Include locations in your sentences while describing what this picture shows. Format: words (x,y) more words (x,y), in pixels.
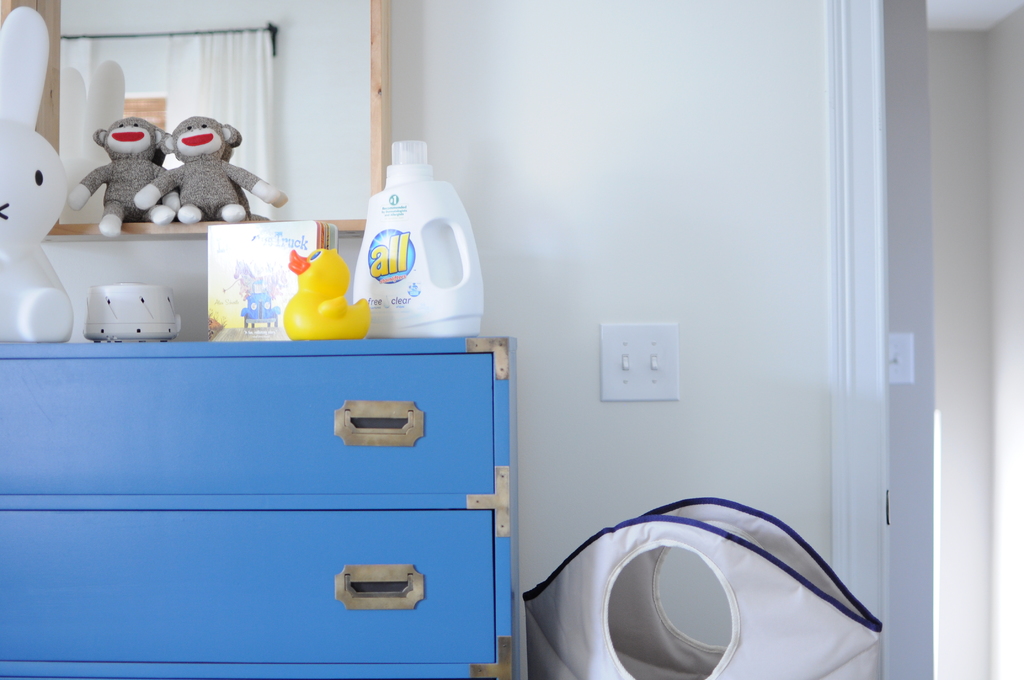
In this image we can see there is a cupboard (333,423). In the cupboard (226,349) there are some toys (328,290) and few objects (384,289) are placed on it. In the background (607,268) there is a wall (606,283).
